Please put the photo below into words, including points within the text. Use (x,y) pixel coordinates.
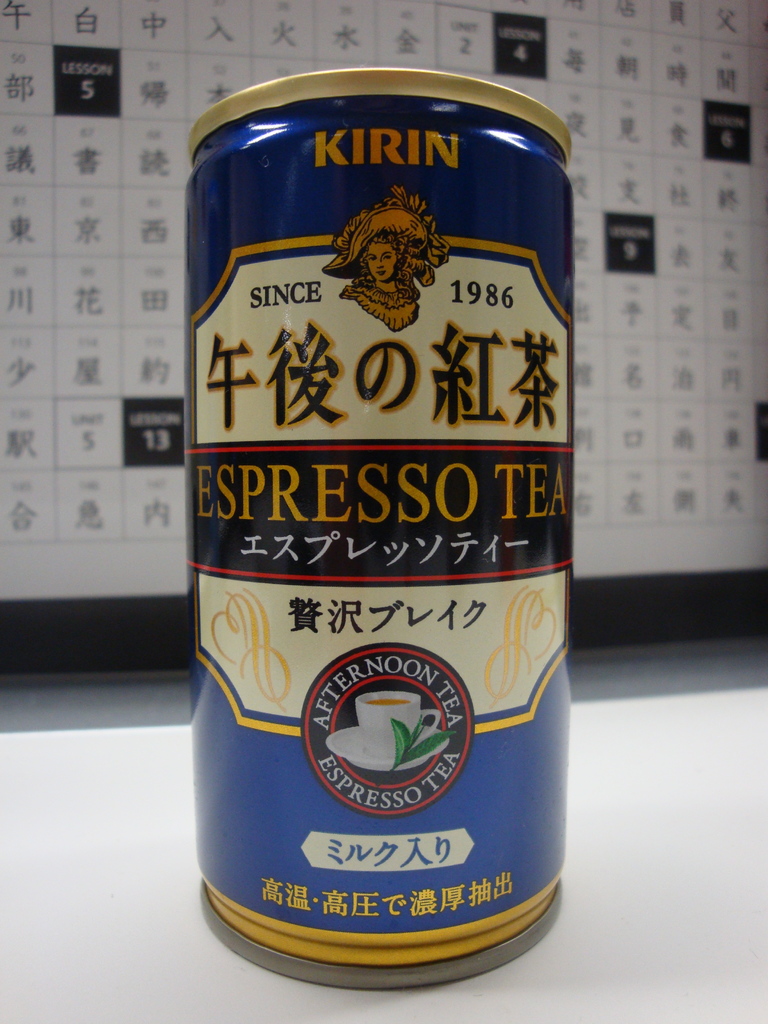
This is the tin (343,774), which is placed on the table (610,909). This table (675,888) is white in color. In the background (585,63), that looks like a hoarding (92,339).
